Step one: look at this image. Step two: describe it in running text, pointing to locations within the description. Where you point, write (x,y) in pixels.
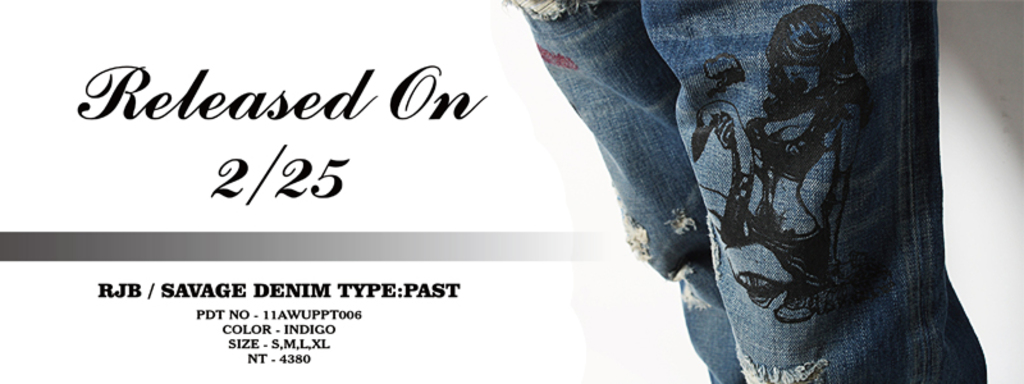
On the right side of the image (821,91) we can see a person (895,228) wearing jeans (889,257) on which we can see some print (821,136). On the left side of the image (107,109) we can see some edited text (344,86) and the background of the image (130,173) is in white color.
